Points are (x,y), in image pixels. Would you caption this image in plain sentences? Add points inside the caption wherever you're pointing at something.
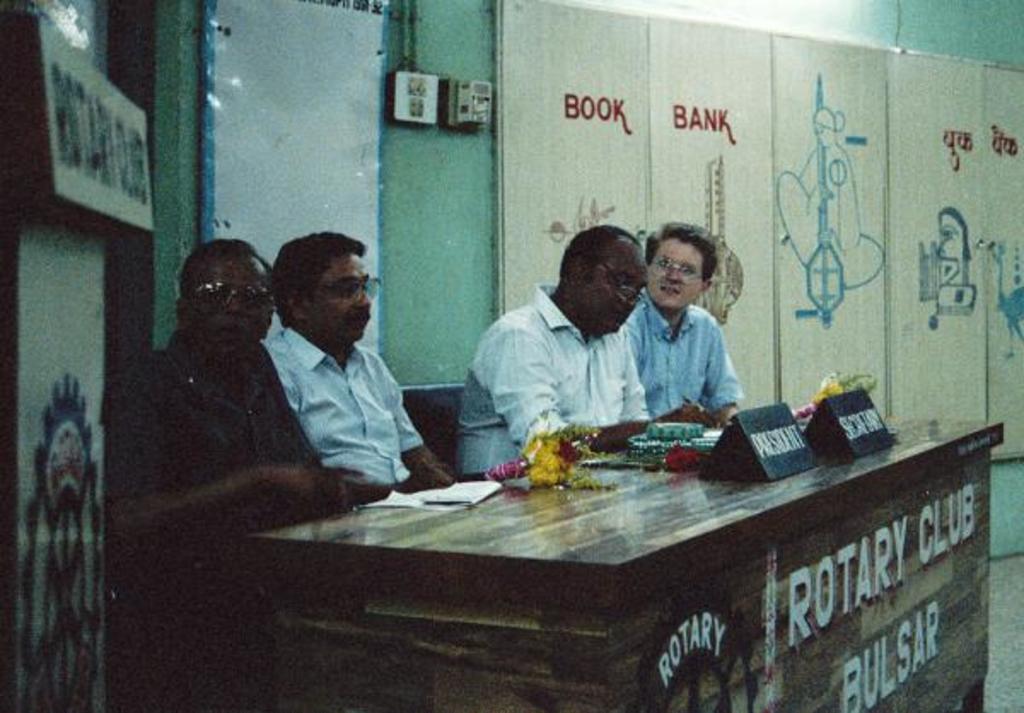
In this picture, we see four men (349,419) sitting on the chairs (435,436) in front of the table (675,501) on which paper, flower bouquet (554,481) and name boards (719,464) are placed. Behind them, we see a green wall (417,187) and white board (224,72). On the right corner of the picture (762,197), we see a board (874,212) with some text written on it.
